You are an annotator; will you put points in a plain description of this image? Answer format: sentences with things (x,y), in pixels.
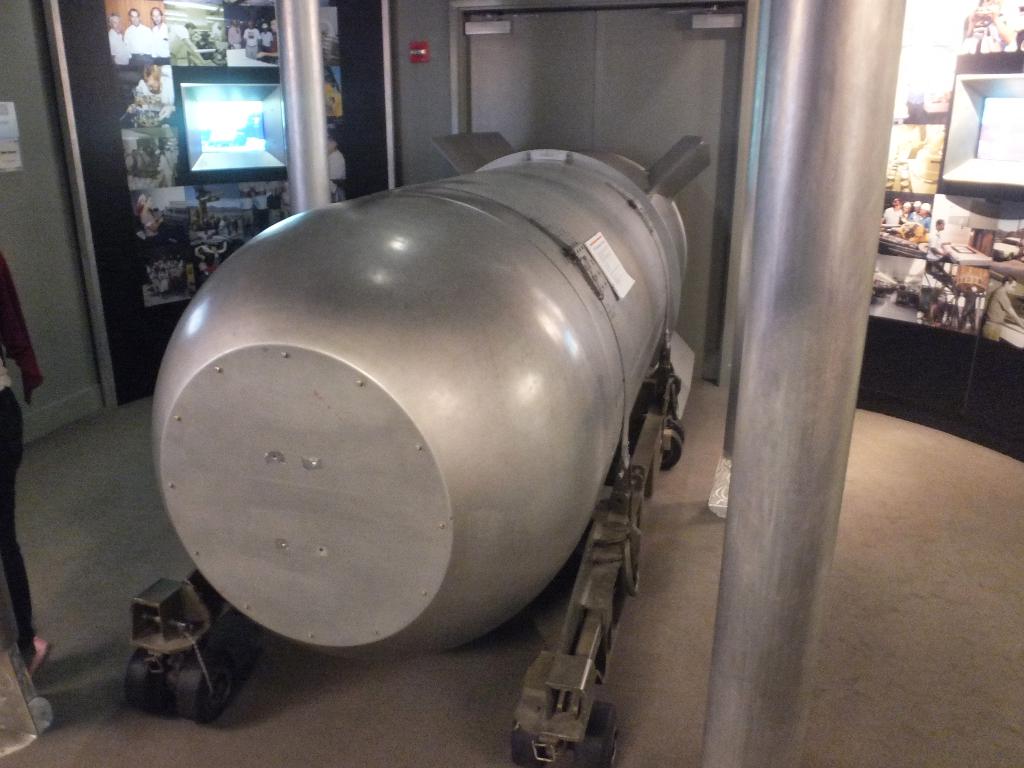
In this picture I can see a metal barrel (410,330) and I can see few photos (941,304) and a door (573,131) in the background (600,43) and I can see poles (723,738) on the right side (836,96) and a human (32,386) on the left side (22,320) and couple of small boards (4,115) on the wall (32,155) with some text (15,124).
